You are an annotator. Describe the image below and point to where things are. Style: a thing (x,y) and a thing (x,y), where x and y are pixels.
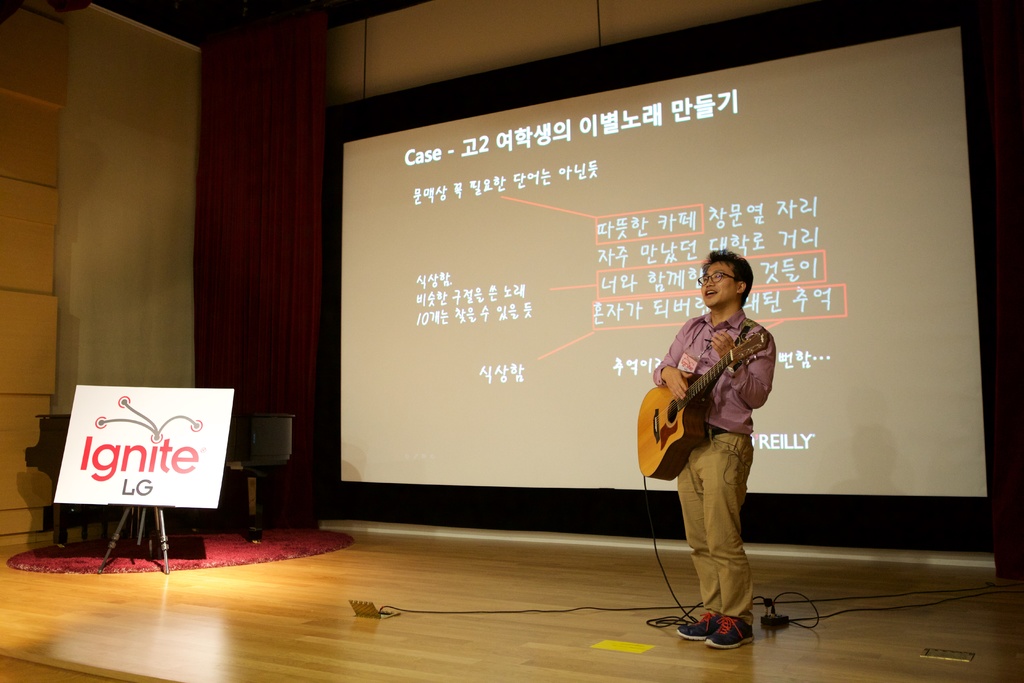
In this image we can see this man (750,442) is holding a guitar (668,447) and playing it. We can see a board (158,406) and projector screen (674,283) in the background (688,267).
